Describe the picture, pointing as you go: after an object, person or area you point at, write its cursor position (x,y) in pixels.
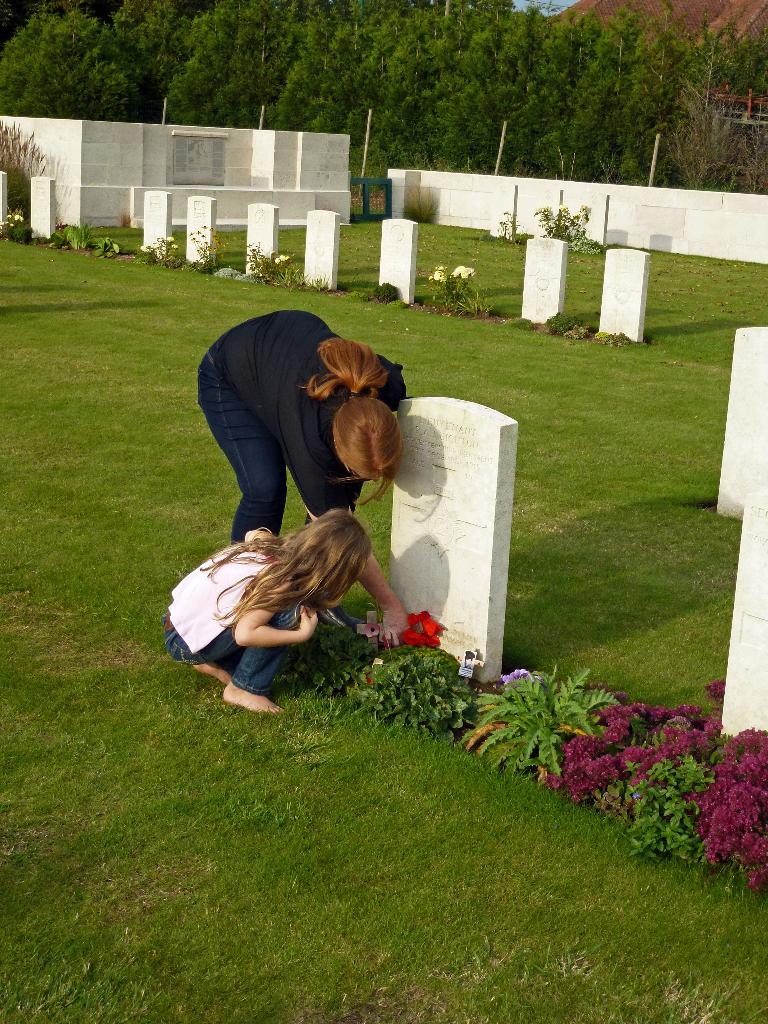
In this image I can see grass ground (455,240), tombstones (746,613), plants (587,324), flowers (761,817), shadows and here I can see two people (399,375). I can also see number of trees (3,47) in background (89,27).
